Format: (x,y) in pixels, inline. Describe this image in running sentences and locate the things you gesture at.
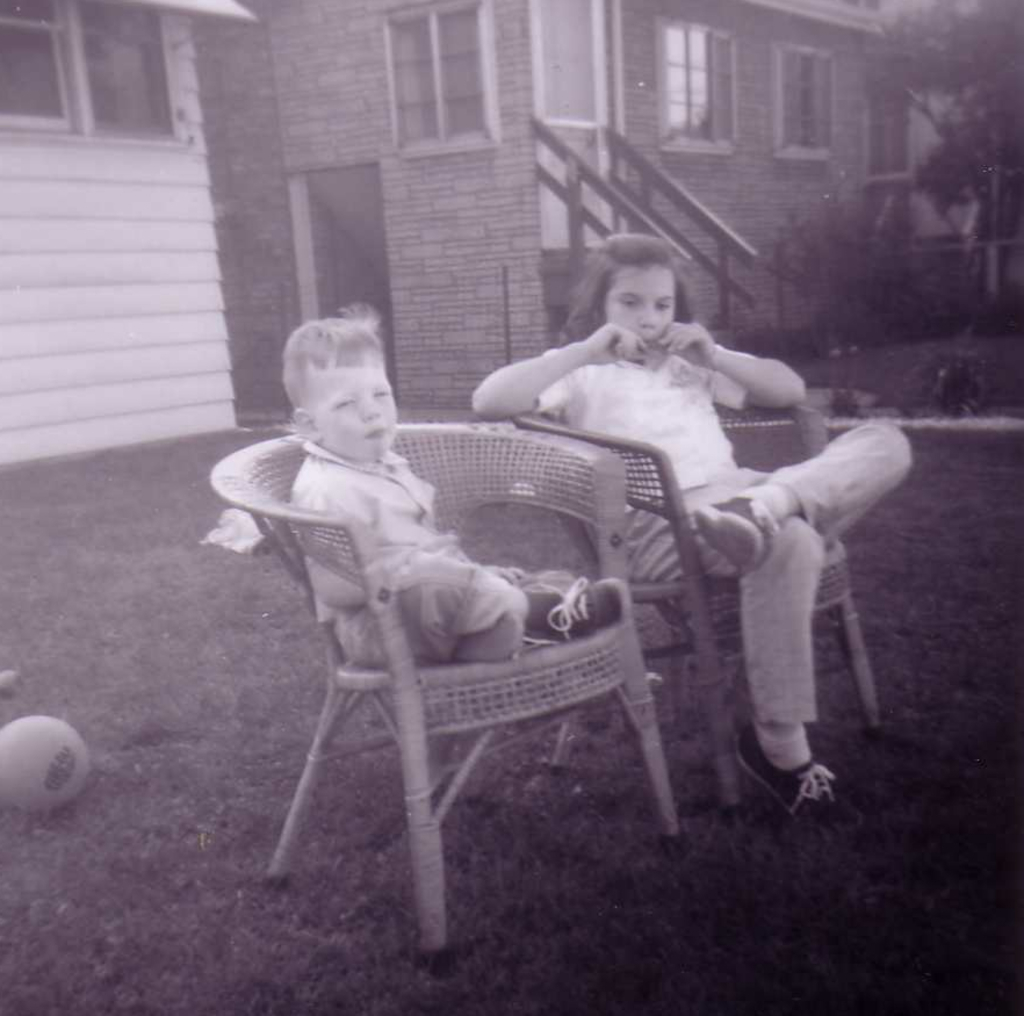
In this picture there is a boy (376,452) and a girl (622,318) sitting on the chairs (480,701), in the backyard (389,974). There is a ball (61,752) on the grass (1002,750) and trees (946,214) in the right (968,186). In the backdrop (95,167) there is a building (202,143) with window (415,141). Also there is a staircase (579,166).
